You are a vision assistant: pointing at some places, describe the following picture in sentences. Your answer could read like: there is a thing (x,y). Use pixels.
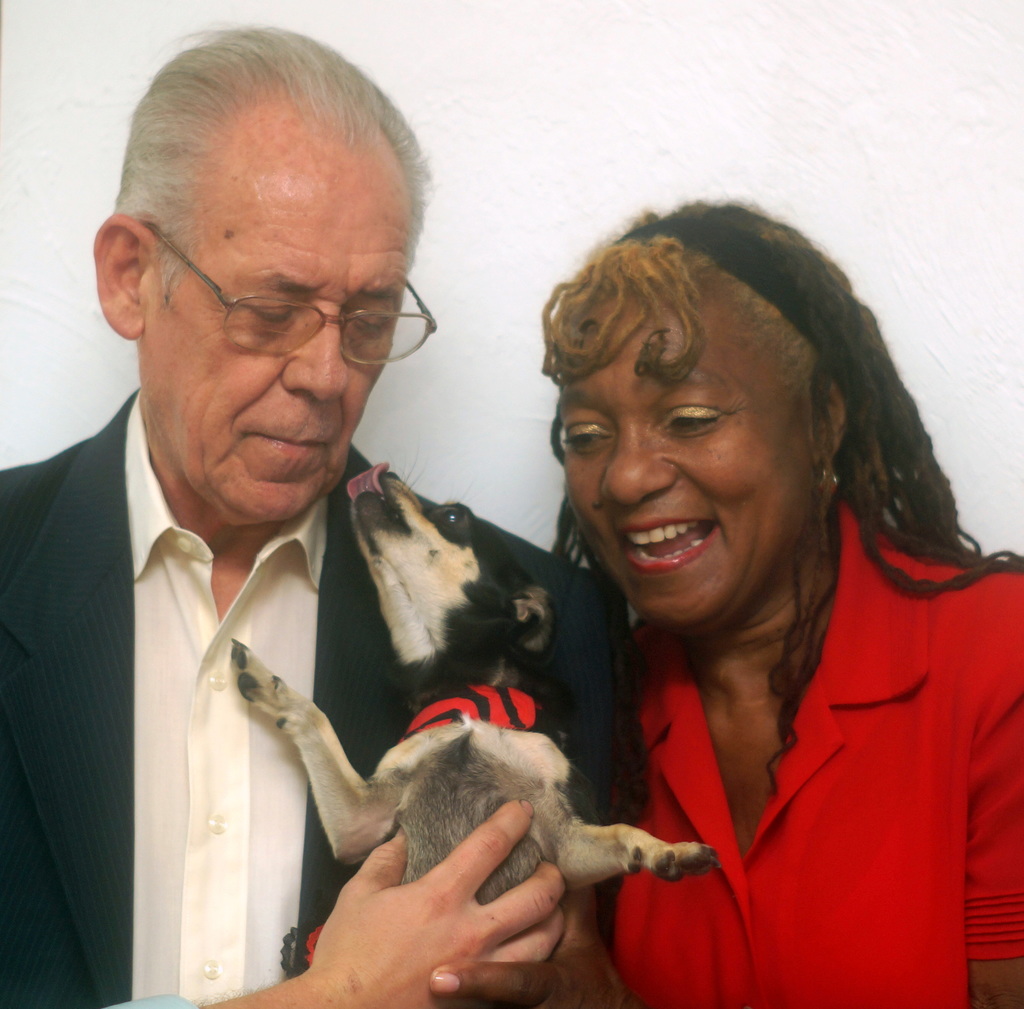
In this image I can see two persons (717,751) are holding a dog (304,716). On the left side (257,524) I can see he is wearing a specs (216,288), a blazer (133,618), a shirt (170,704) and on the right side (893,492) I can see she is wearing a red colour dress (824,710). I can also see the wall (77,162) in the background (512,123).
